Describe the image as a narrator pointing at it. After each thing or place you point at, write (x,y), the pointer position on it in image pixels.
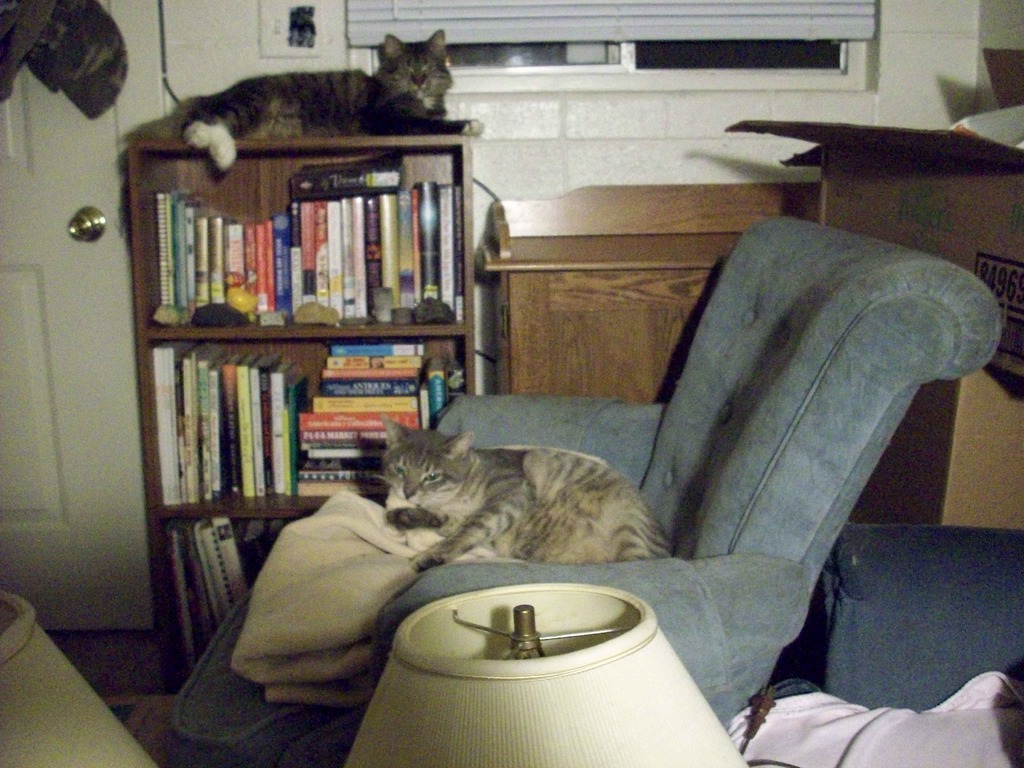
On the background of the picture (722,53) we can see partial part of the window (706,54), a white color wall (656,130) and a door (83,259) in white colour. Here we can see rack (267,162) in which books (360,416) are arranged in a sequence manner and we can see a cat (231,149) on the rack (251,153). Here we can see a chair (672,474) and a cat (600,486) on it. This is a box (949,227).
